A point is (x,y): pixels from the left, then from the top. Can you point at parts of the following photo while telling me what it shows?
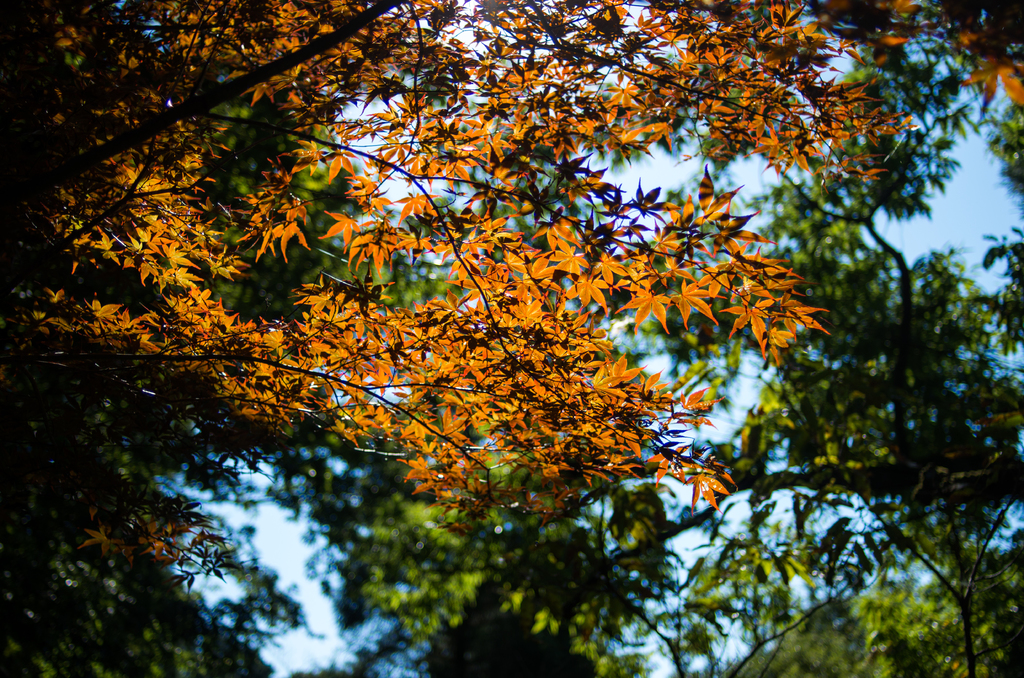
In this picture I can see the trees (578,285) and the sky (649,181).
